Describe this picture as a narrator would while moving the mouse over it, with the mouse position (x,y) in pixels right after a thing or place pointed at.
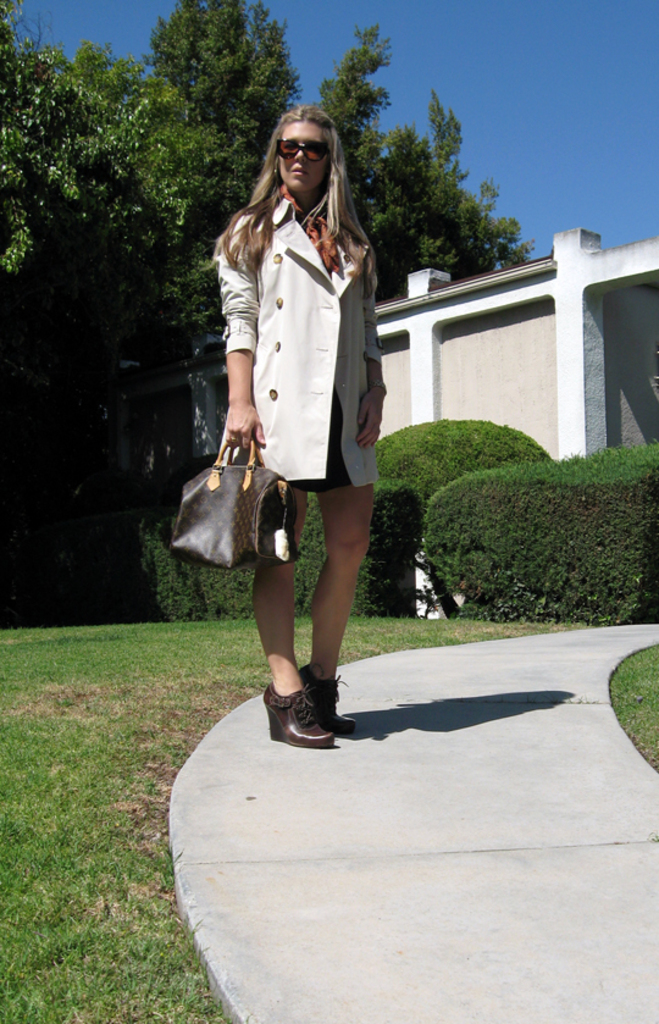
A lady (259,199) wearing a white jacket (300,310) is standing she is carrying a bag (255,527). In the background (471,301) there is a building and trees (98,176).
